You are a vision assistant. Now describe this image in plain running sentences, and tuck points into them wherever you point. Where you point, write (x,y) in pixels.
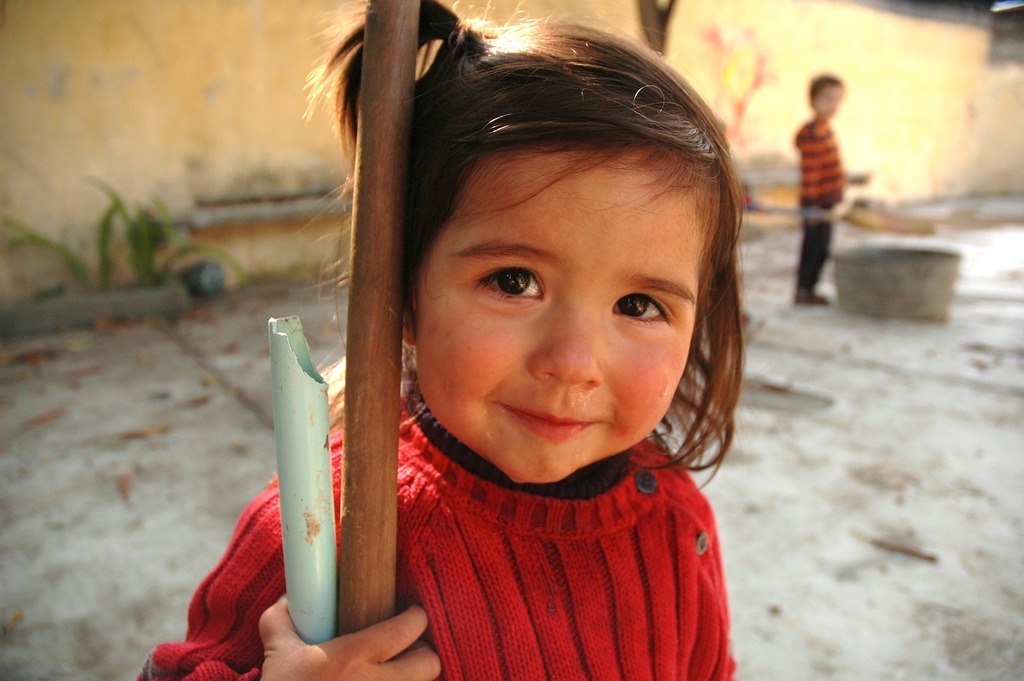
In this image we can see a girl (523,413) holding the poles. On the backside (791,387) we can see a boy (804,240) standing on the ground (830,330) beside a container (845,285). We can also see some plants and a wall (259,275).
